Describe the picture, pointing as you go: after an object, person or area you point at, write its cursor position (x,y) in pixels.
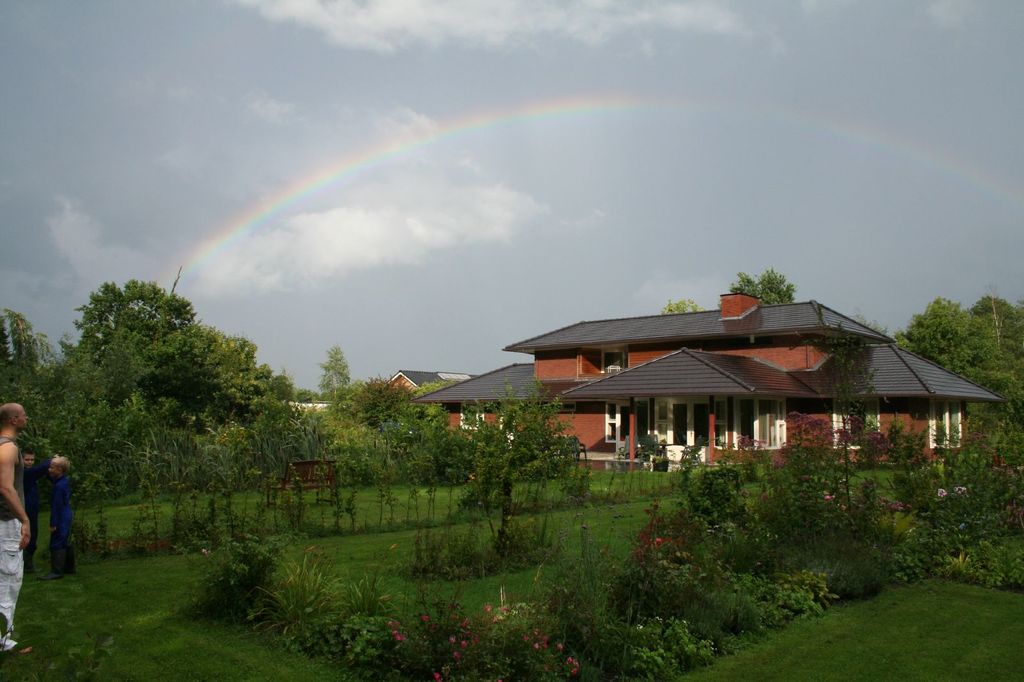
On the left side of the image (7,542) we can see a group of people (57,539) standing on grass field (106,632). In the center of the image (413,448) we can see some plants (839,546), a bench (333,480) is placed on the ground (426,519). On the right side of the image (809,412) we can see buildings (625,423) with windows (778,413) and roofs (736,327). In the background (957,357), we can see some trees (139,377) and a rainbow (595,109) in the sky (562,122).
